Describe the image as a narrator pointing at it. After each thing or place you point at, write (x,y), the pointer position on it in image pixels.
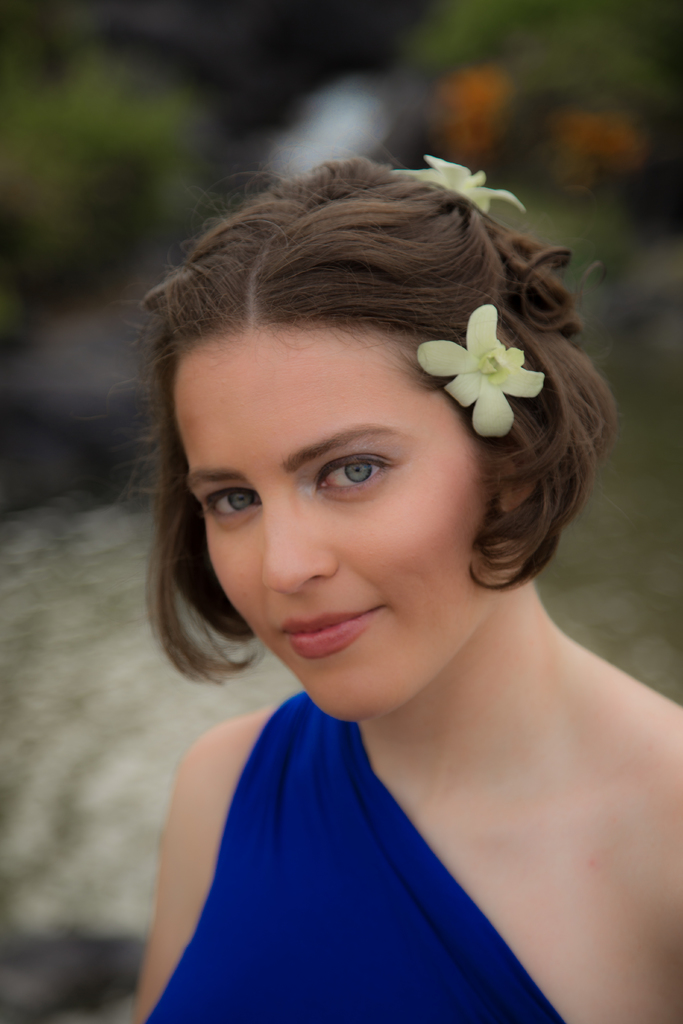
In this picture we can see a woman (396,748) in the front (391,719), she wore blue color dress (371,935), in the background (518,88) it looks like a plant (579,97), we can see a blurry background (554,79).
